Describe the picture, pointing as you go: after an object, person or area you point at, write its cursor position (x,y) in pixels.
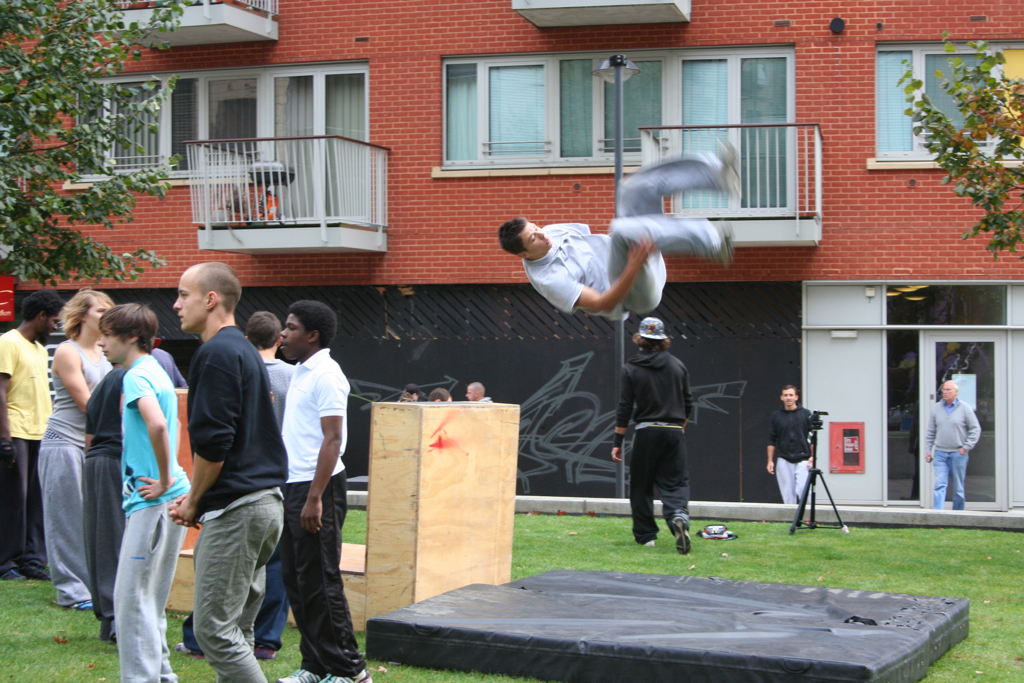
In this image I can see a house (964,271) and in front of house (216,188) I can see windows (142,134) and a person (127,611) visible on ground (586,521) and I can see a camera stand (806,484) and wooden objects (444,557) kept on ground (457,678) and street light pole (623,99) and trees (3,76) and windows (455,127) visible on the wall (753,250) of the building (273,268).
